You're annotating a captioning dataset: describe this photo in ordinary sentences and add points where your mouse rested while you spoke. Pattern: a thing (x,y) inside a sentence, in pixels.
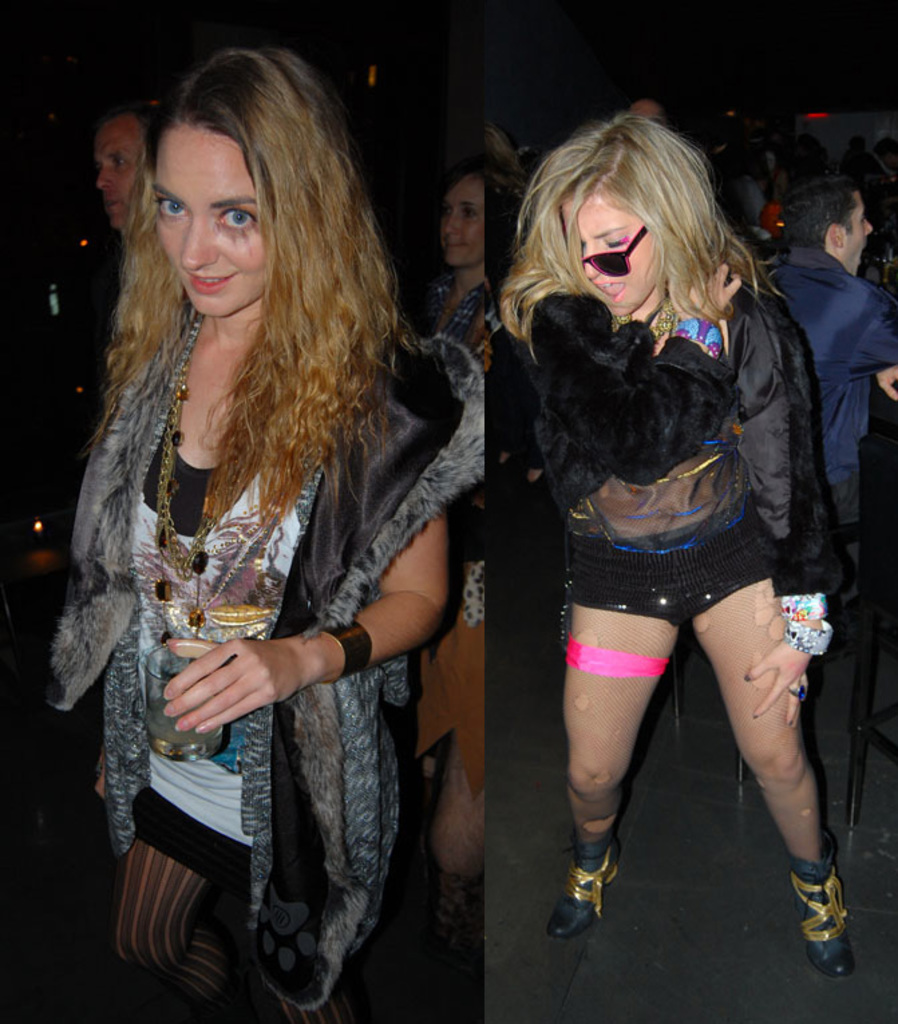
This is a collage image, in this image there are people (537,329) standing.
